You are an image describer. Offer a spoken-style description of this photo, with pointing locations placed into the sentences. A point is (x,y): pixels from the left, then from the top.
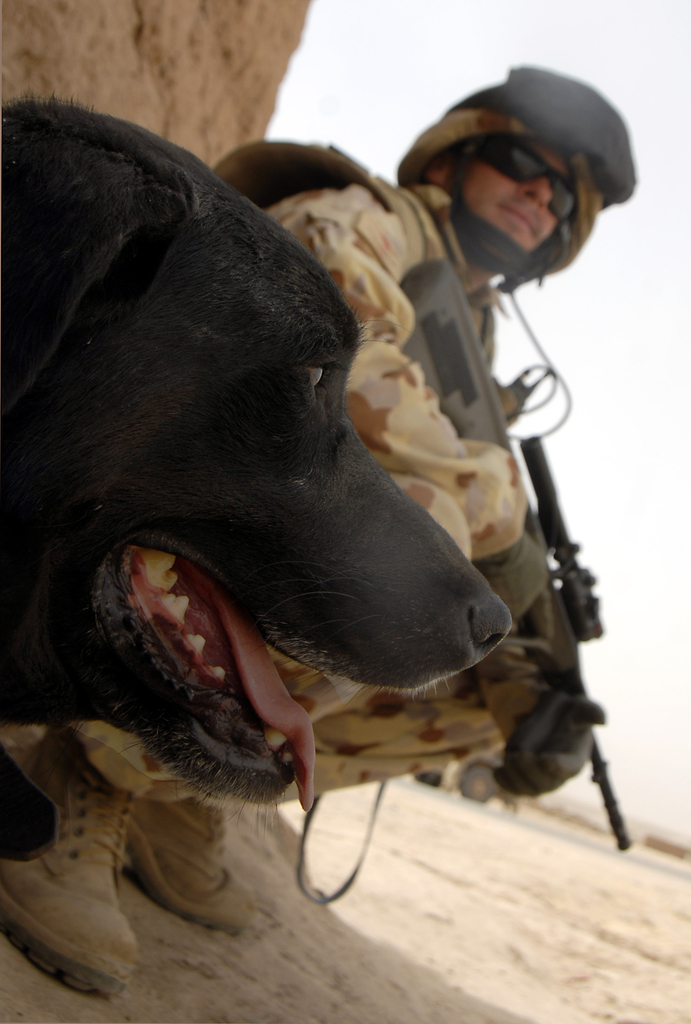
The picture consists of a dog (265,492) and a soldier (482,723). At the bottom (485,906) there is sand (396,921). In the background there is the sky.
